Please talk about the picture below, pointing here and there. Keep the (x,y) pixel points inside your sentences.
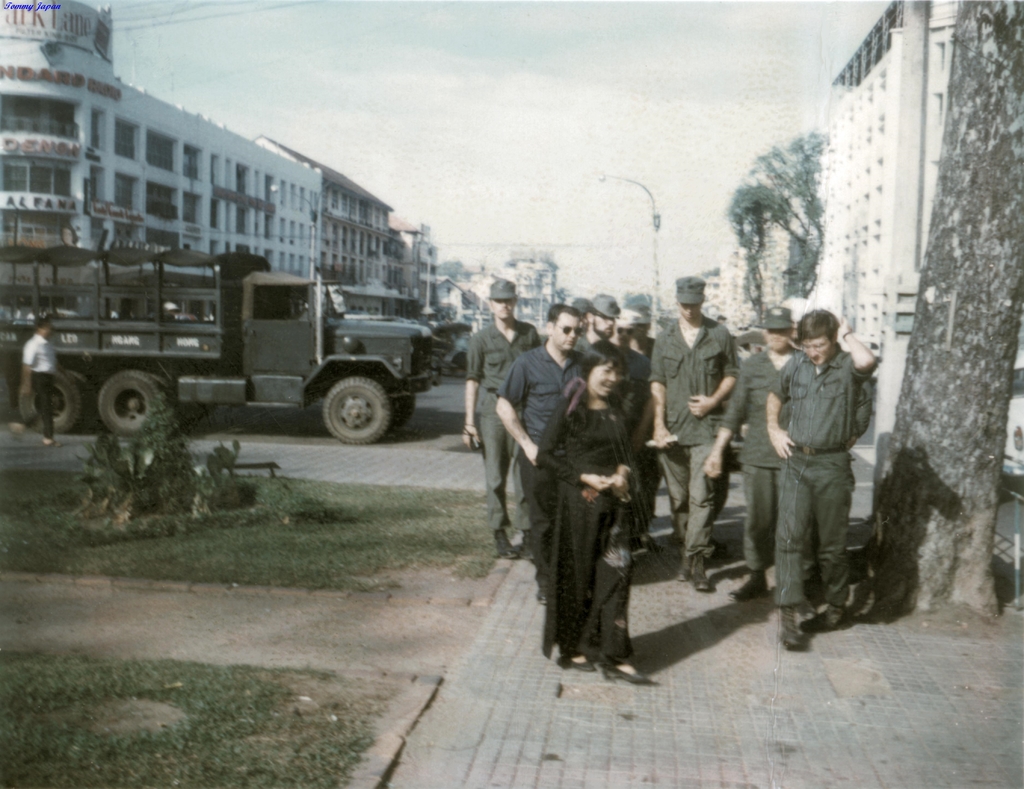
In this image there are a few army personnel (490,356) walking on the pavement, beside them there is a tree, on the either side of the image there are buildings (184,219) and there is a truck (261,261) on the road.
